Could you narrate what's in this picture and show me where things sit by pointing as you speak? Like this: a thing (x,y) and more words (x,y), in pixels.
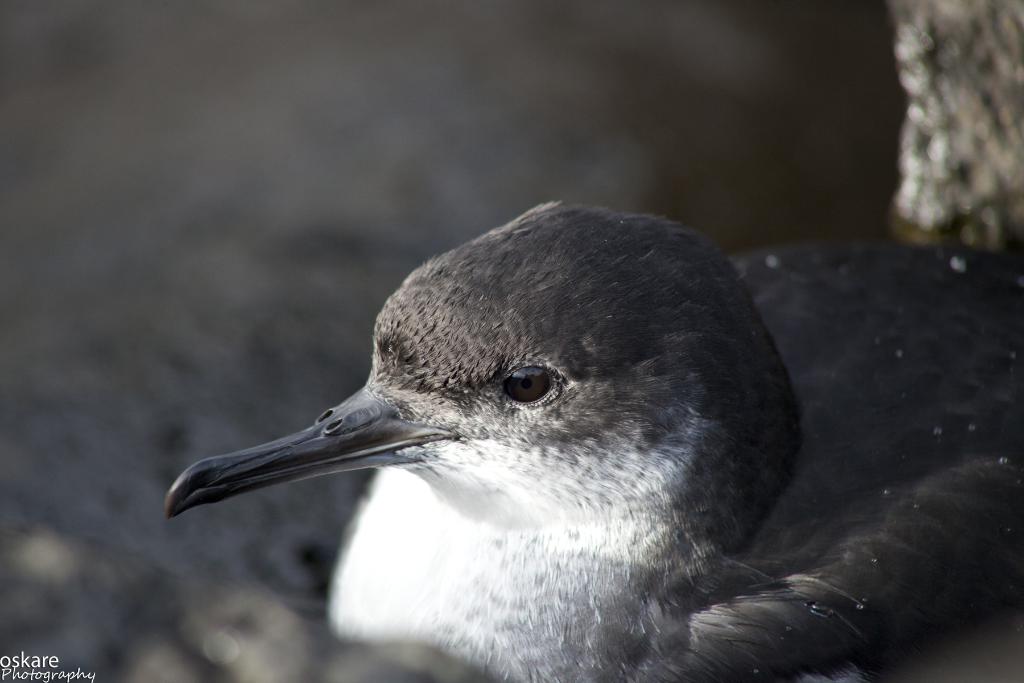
In the image we can see the bird (504,381) and on the bottom left (29,667), we can see the watermark (59,655). The background (260,151) is blurred.
